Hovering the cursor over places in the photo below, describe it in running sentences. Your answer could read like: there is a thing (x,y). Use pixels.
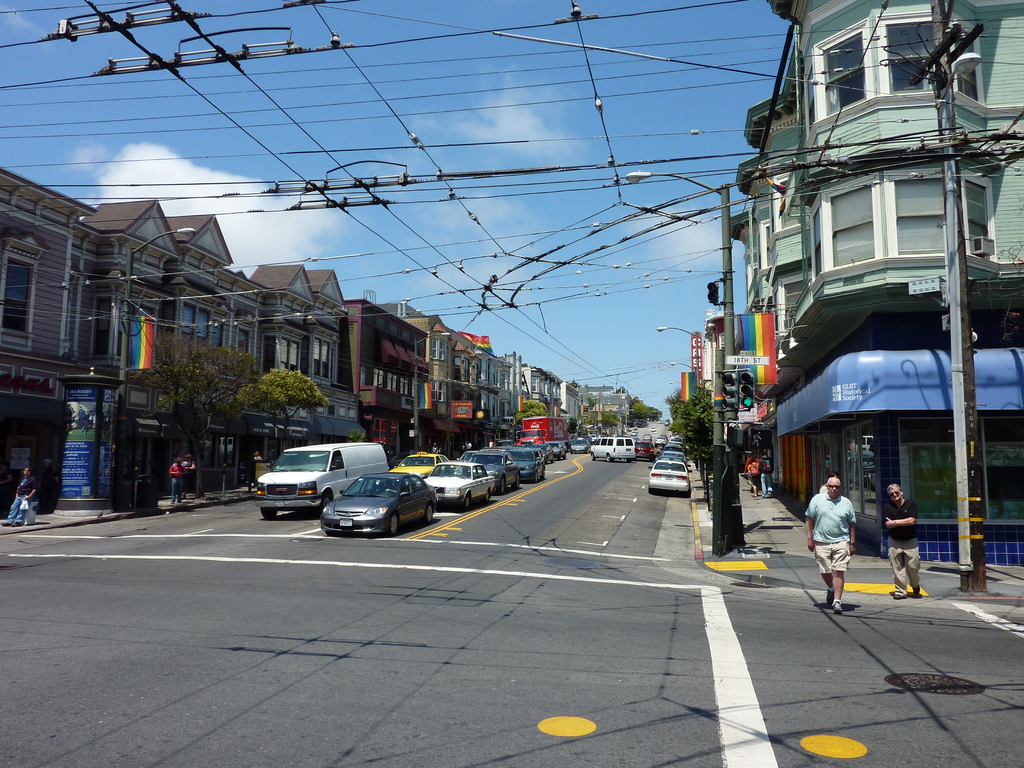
In this picture there is a road (461,686). I can observe some cars (444,504) on the road (536,490). On the right side (824,497) there are two men (840,558) walking on the road (793,606). I can observe some poles (727,192) and wires (208,36). On either sides of the road (534,504) there are buildings (411,374) and trees (214,365). In the background (453,203) there are some clouds (163,176) in the sky (521,229).
